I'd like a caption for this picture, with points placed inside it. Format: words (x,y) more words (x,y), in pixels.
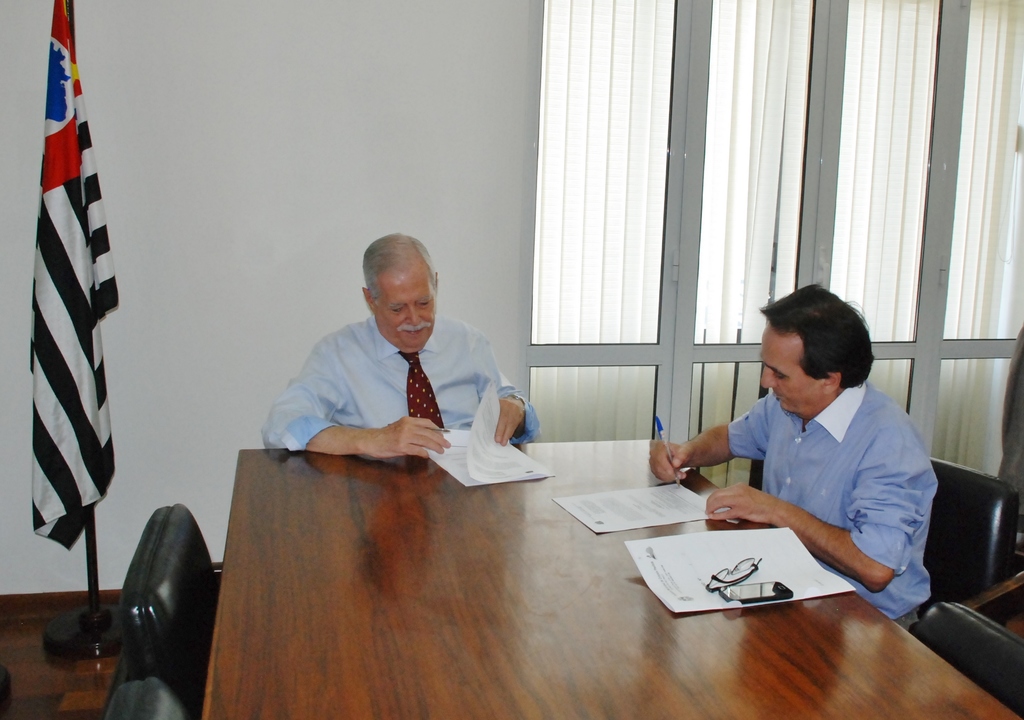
In this picture there are two men (786,453) sitting on the chair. One man (667,473) is holding paper (659,518) and writing. Other man (431,439) is holding papers (459,478). There is a spectacle (748,568) and phone (732,594) on the table (510,576). There is a flag (54,388) and a stand (96,590).
